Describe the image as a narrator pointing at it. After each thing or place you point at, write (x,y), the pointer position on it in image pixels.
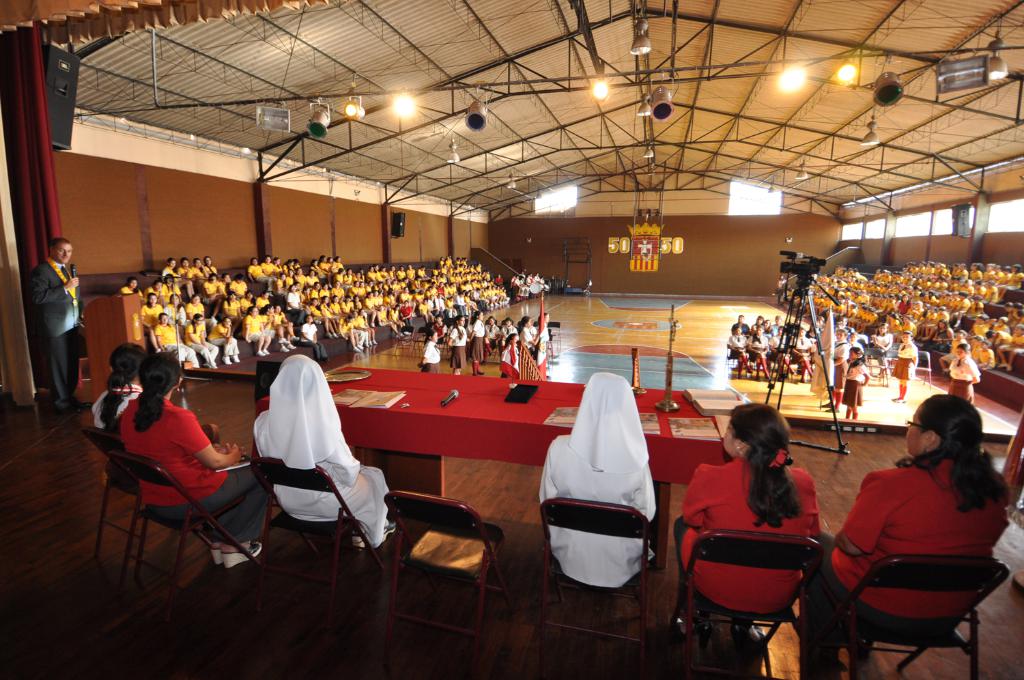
Here we can see a group of people (345,448) sitting on a chair (755,565) on the floor (842,489), and in front (384,387) there is the table (466,401) and some objects (396,396) on it, and here a person (41,276) is standing and holding a microphone (72,274) in his hand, and here the group of people (479,348) are standing, and here are the lights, and here are the yellow dress persons (208,277) are sitting.
